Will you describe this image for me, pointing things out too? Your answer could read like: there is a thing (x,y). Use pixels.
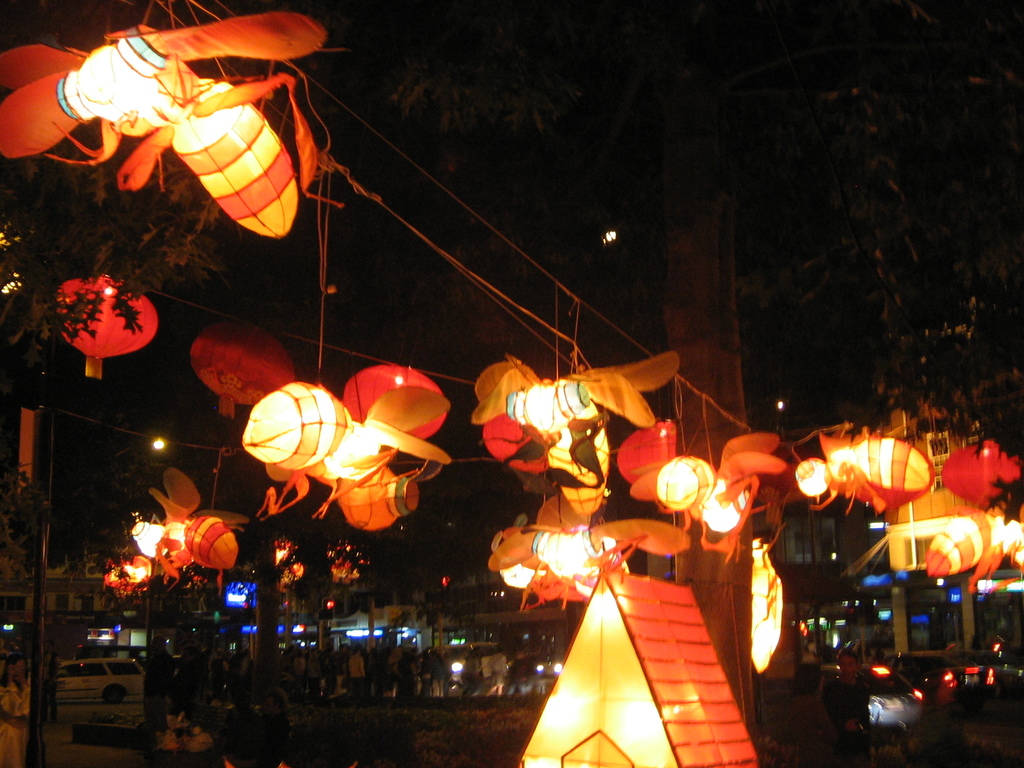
This image consists of lights (919,492) and crafts (529,531) are made in the shape of bees (747,515). At the bottom (552,763), there is a small house (744,742). In the background (98,689), we can see a vehicle (138,691) and buildings (123,633) along with the plants (860,759). On the right (825,174), there is a tree (860,107).
